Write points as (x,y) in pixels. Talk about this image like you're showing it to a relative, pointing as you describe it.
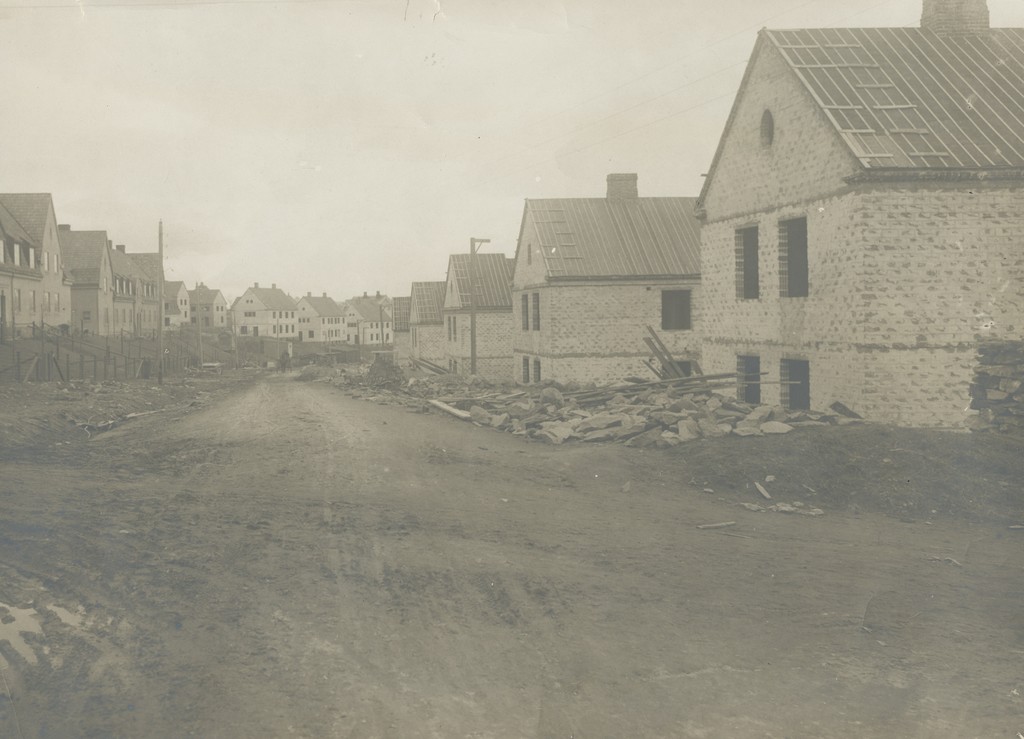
In this picture we can see the ground (339,569), stones (559,410), sticks (734,382), poles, some objects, buildings (148,315) with windows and in the background (354,153) we can see the sky (268,148).
